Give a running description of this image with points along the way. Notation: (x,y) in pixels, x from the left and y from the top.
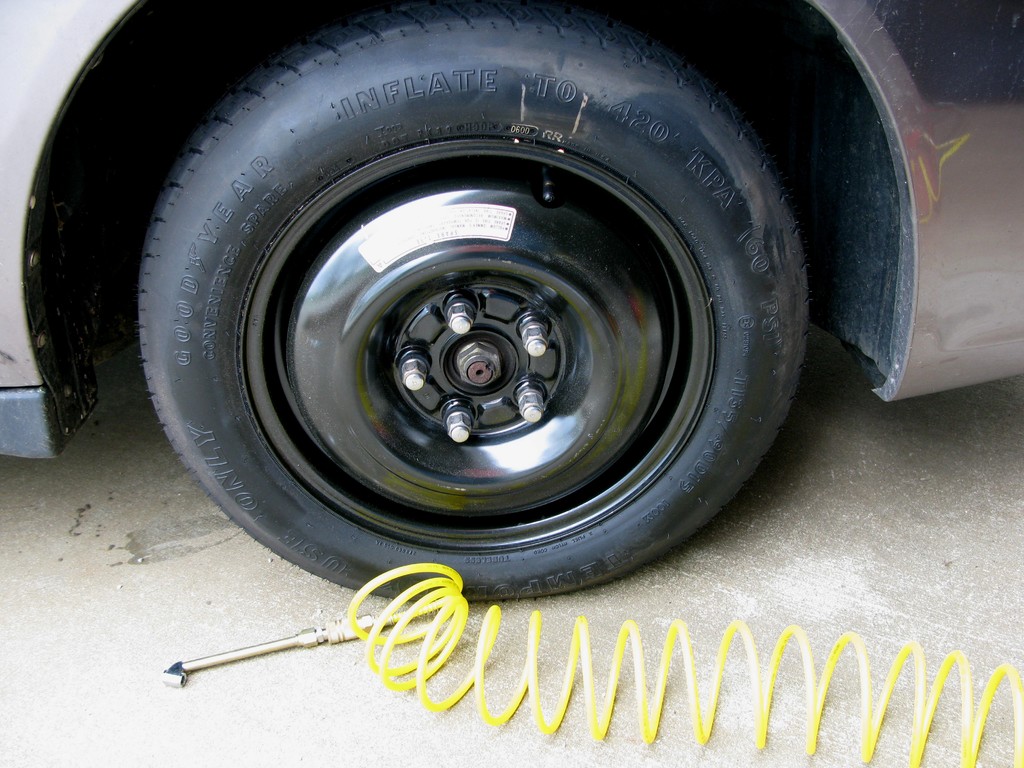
In this image we can see a vehicle (740,348). At the bottom (204,664) there is a tool (173,680) and we can see a spring (634,650).
